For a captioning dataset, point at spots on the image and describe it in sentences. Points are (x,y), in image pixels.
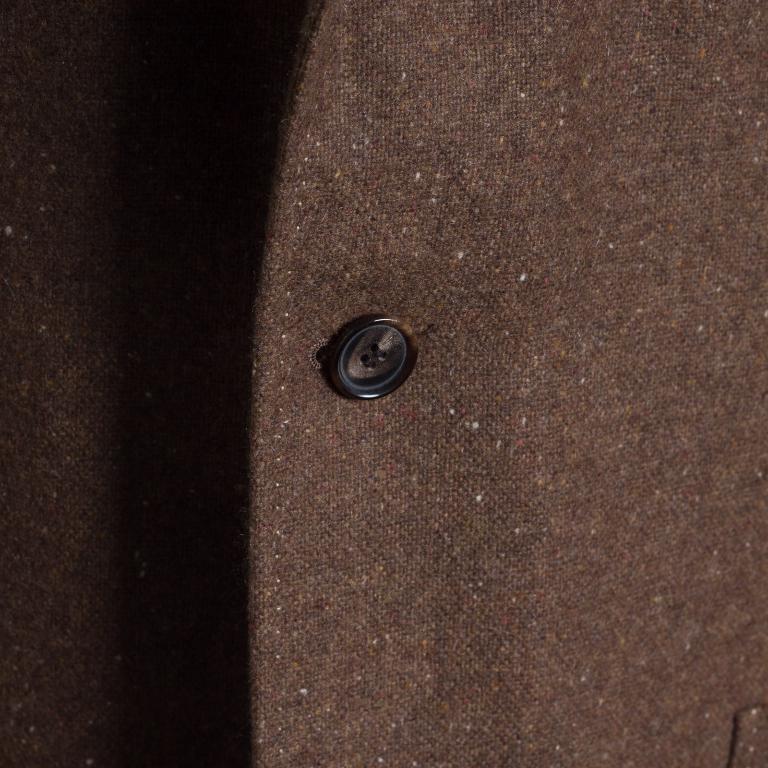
In this picture, we can see a button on the cloth (435,491).
